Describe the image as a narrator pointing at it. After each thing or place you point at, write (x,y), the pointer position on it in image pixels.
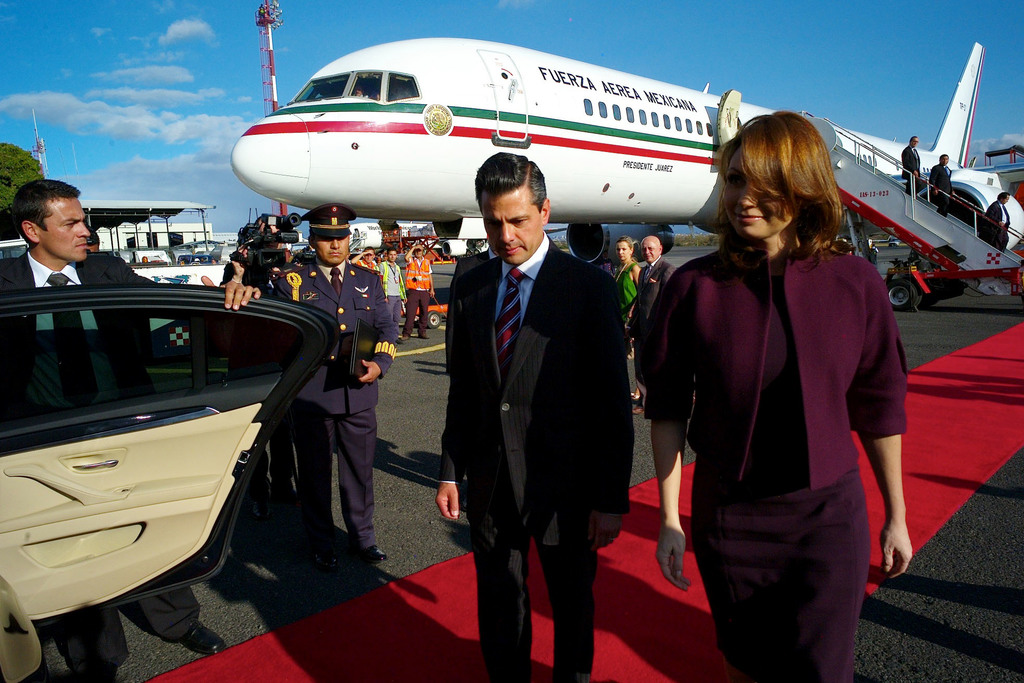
In this image we can see a group of people (611,395) standing on the ground (653,597). In that three men (296,282) are holding the door (85,586) of a car (162,436), a folder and a camera (287,234). On the backside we can see the airplanes (584,98) and some people (915,166) walking down stairs (1015,269). We can also see a roof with some poles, a building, towers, a tree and the sky (179,86) which looks cloudy.
